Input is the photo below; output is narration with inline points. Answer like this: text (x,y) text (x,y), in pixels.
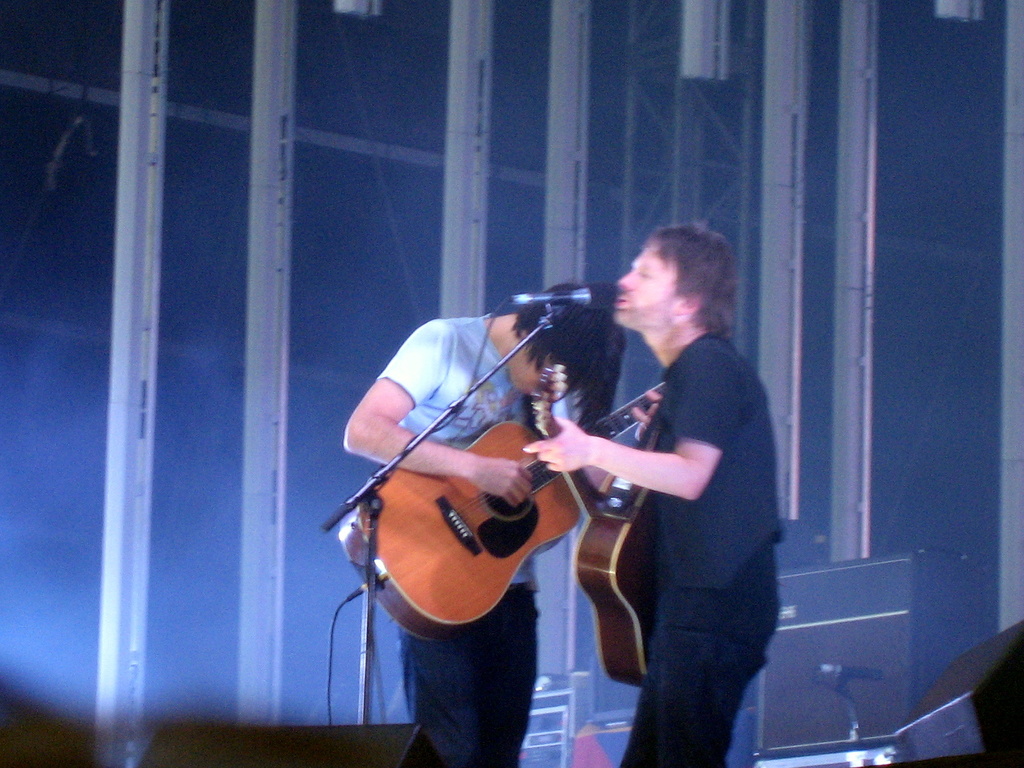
In this image i can see 2 persons (680,498), both of them are standing and holding guitar (520,514) in their hands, i can see a microphone (524,301) in between them.
